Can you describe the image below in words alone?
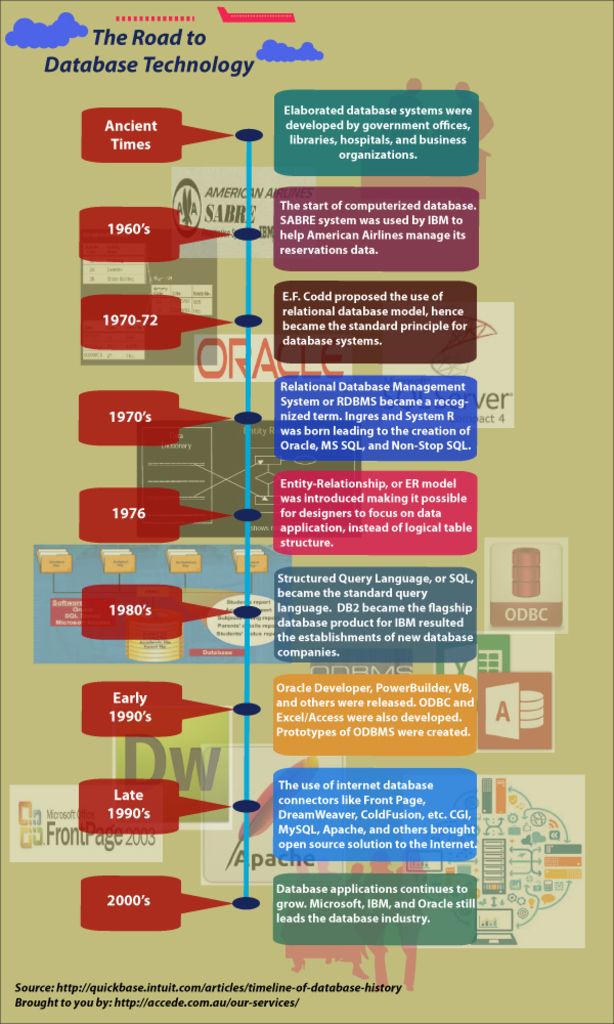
In this image, we can see evolution of database technology.
